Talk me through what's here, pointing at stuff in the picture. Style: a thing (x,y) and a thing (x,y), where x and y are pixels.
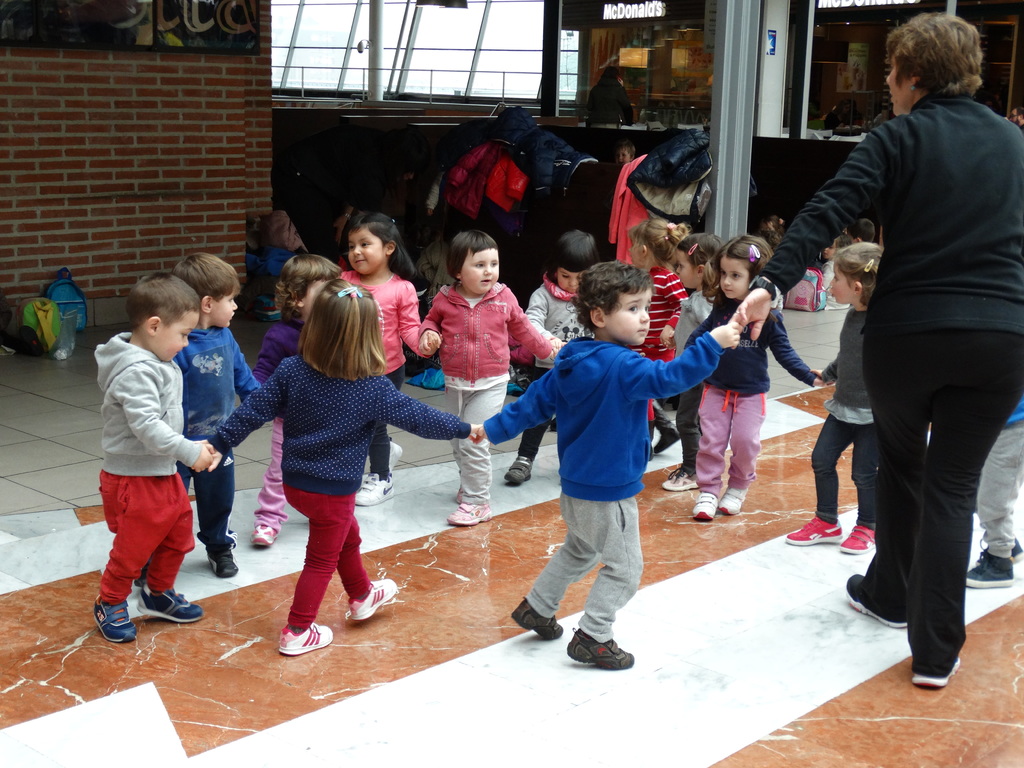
In this image in the center (612,357) there are a group of children (585,355) who are playing something, on the right side (947,393) there is one women (909,340) who is walking. And in the background (202,152) there is a wall (83,214), clothes (573,162), bags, poles (737,157) and some lights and also there is one glass window (340,43). At the bottom (166,650) there is a floor (112,663), on the floor (87,659) there are some bags (54,296).
